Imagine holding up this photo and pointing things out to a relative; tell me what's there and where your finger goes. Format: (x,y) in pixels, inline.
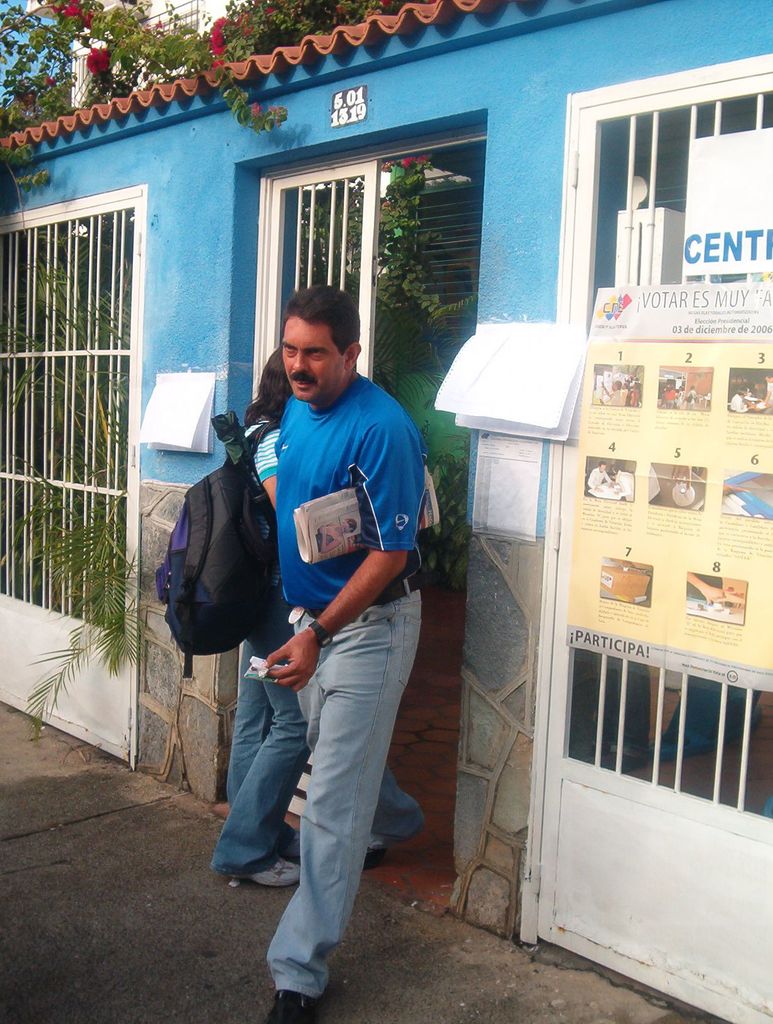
In this picture there is a man (345,880) holding the paper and he is walking and there is a woman (263,413) walking. At the back (698,344) there is a building (727,125) and there are boards (736,661) and papers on the wall (525,131) and there is text (761,522) on the board (607,389). There are trees (317,223) behind the wall (209,284). At the top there is sky (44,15) and there are roof tiles (341,41) on the building (552,50). At the bottom (212,978) there is a road (486,1023).
